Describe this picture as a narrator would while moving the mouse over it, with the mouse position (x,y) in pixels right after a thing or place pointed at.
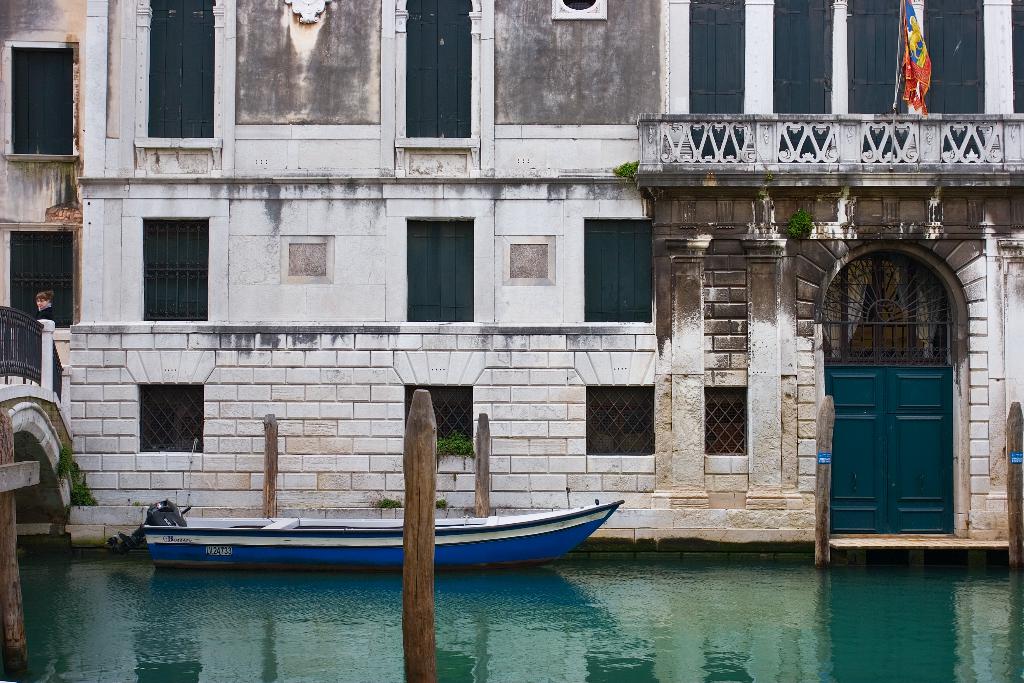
In this image we can see a building (380,119) with windows (441,104), railing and doors (895,415). Also there is a flag (908,67) with a pole (896,78). And we can see boat (355,548) on the water (533,599). And there are wooden poles (421,592). On the left side (45,403) there is a bridge (35,393) with railing (25,364).
